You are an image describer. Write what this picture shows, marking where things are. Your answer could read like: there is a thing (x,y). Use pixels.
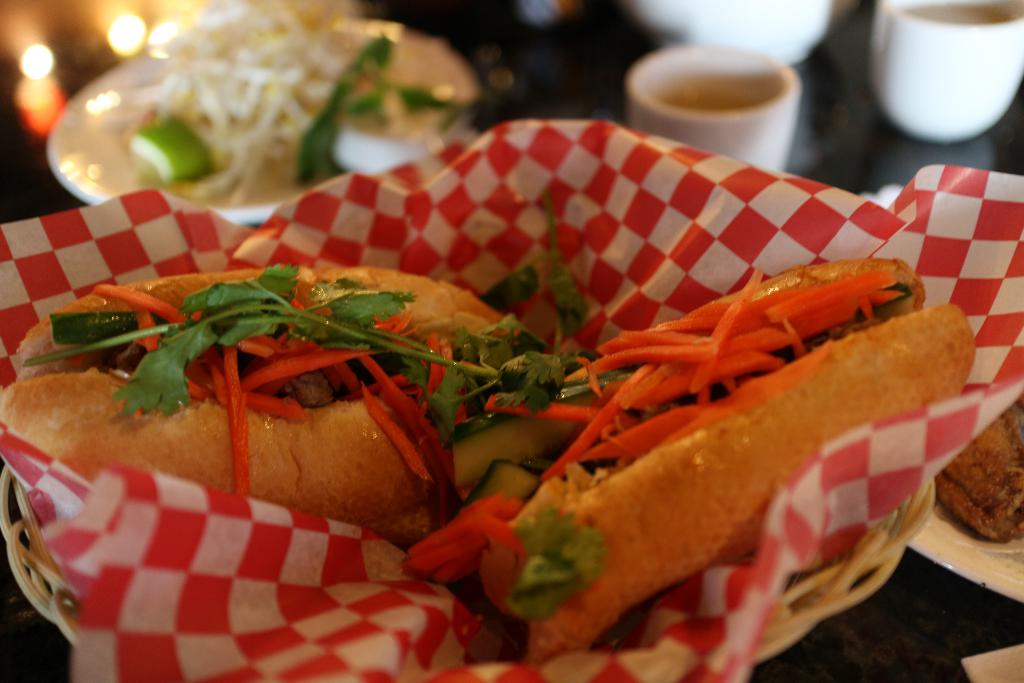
We can see food (540,398), cover (557,241), plates (462,120) and cups (744,110) on the platform (812,54). In the background (170,11) we can see lights (24,102).
